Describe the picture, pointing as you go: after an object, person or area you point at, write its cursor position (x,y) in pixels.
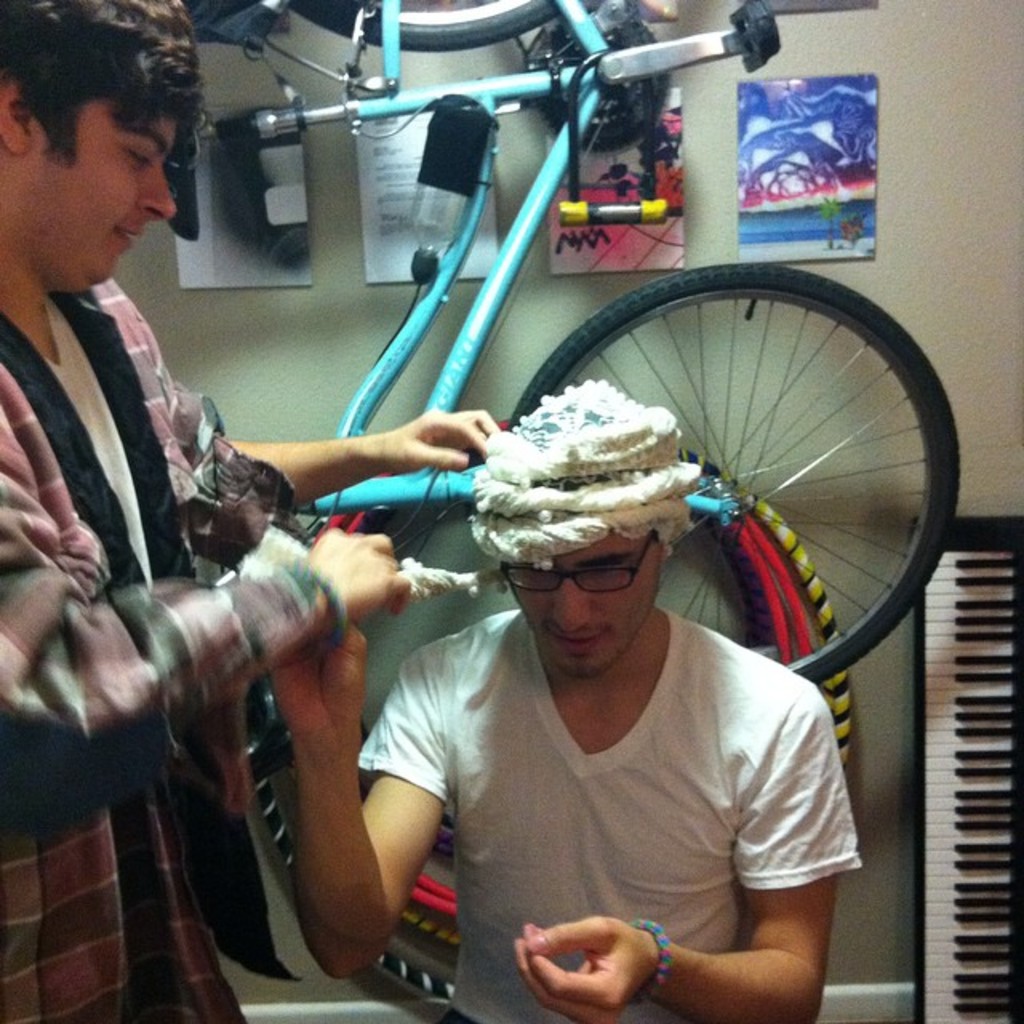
In the picture I can see a person (535,723) wearing white color T-shirt (606,795), spectacles (608,585) and head wear (652,429) on his head (550,612) is sitting, here I can see a person (169,714) on the left side of the image (169,828). In the background (247,224), I can see a cycle (473,315), piano (940,777) and posters (493,237) on the wall (944,233).
